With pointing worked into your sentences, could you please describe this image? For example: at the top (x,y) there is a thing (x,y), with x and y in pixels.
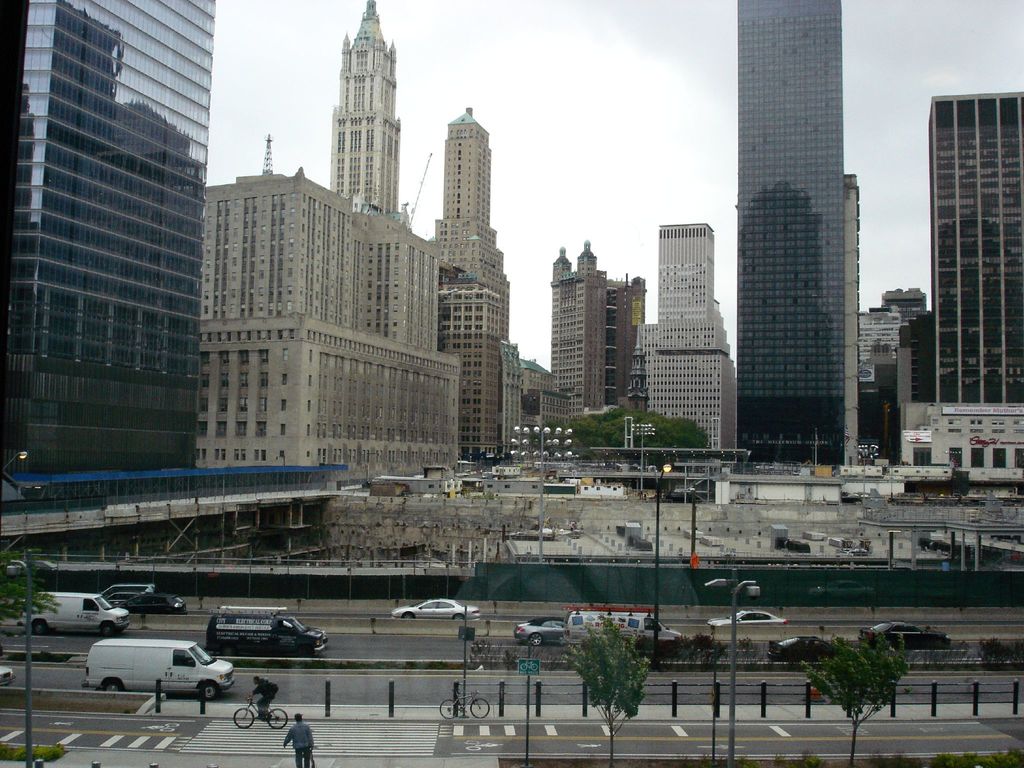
As we can see in the image there are buildings (834,340), sky (608,168), lights (525,425), bridge (253,485), street lamp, vehicles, a person (267,704) riding a bicycle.
